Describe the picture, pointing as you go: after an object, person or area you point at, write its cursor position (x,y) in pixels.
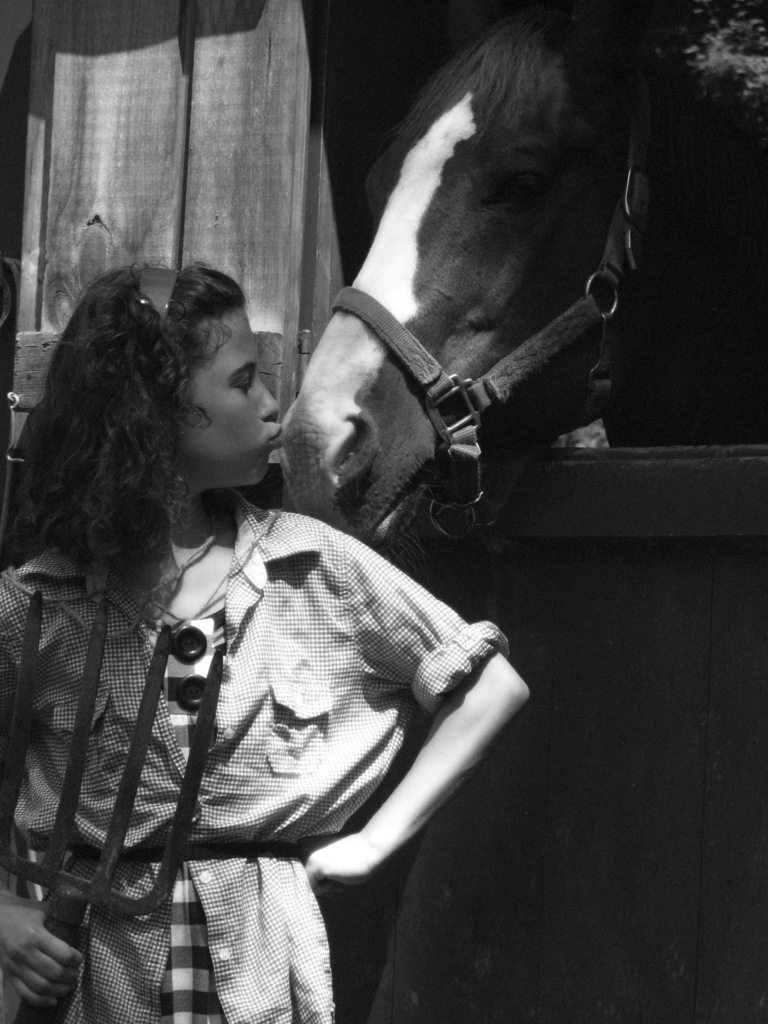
Here we can see a girl (162,364) is standing and holding an object (125,903) in her hand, and she is kissing to the horse (491,294).
